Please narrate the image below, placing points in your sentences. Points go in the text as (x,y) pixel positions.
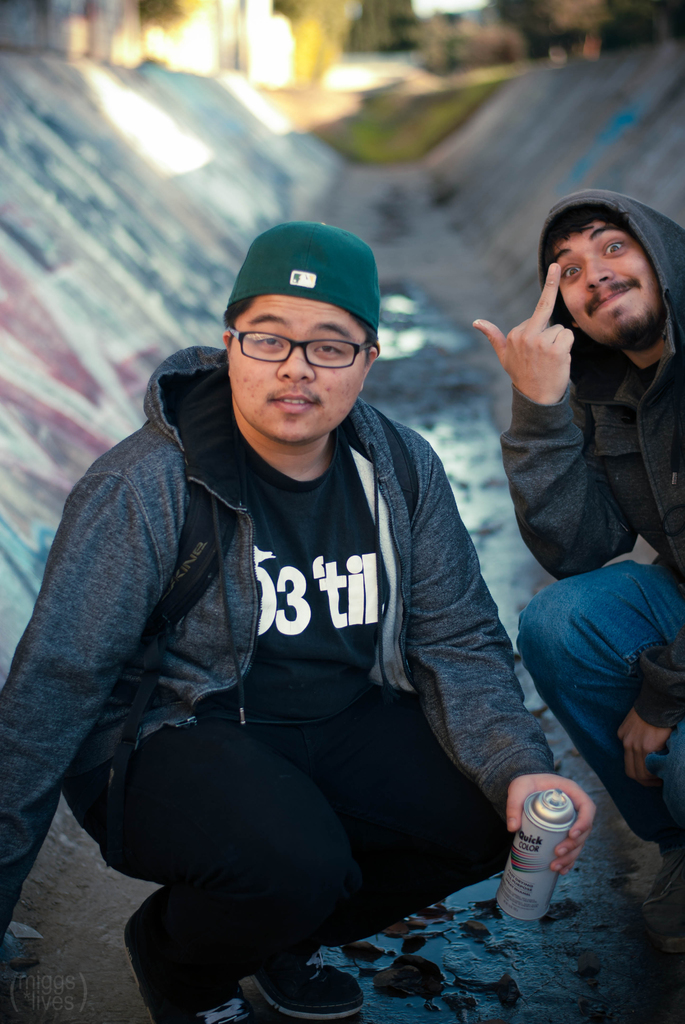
In this picture we can see two men (581,568), a man (449,586) on the left side (133,827) is holding a spray (551,846), there is a blurry background (511,71), this man (327,400) wore a cap (319,267).
